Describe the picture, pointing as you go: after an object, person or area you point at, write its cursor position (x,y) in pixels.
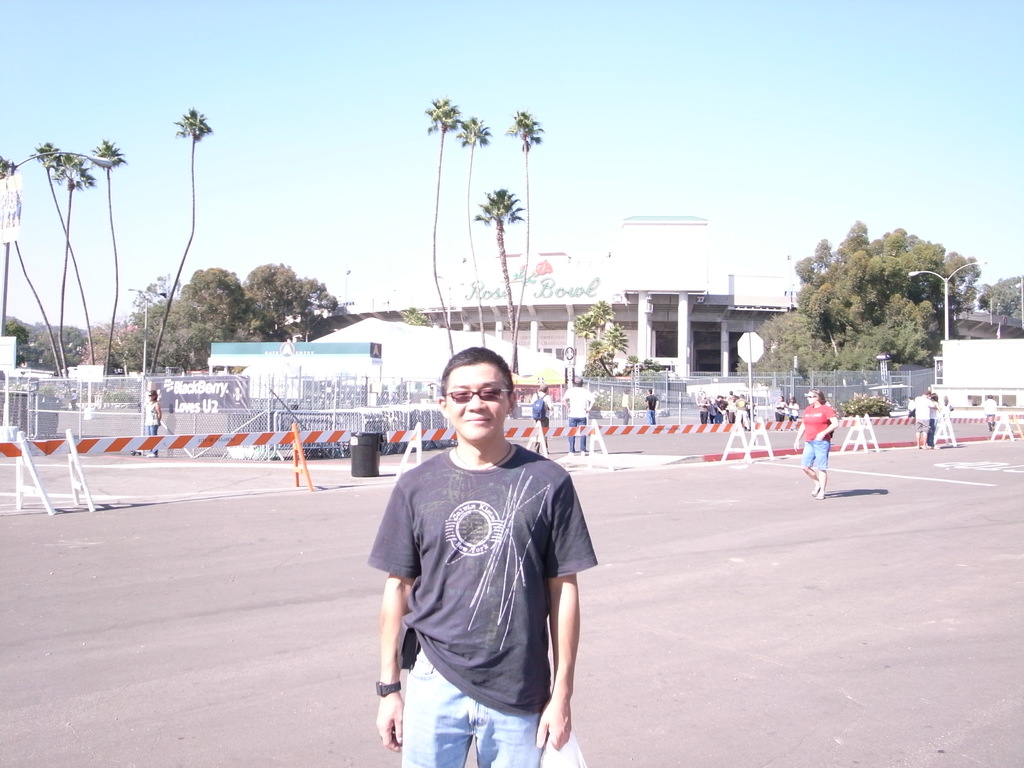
In this picture I can see there is a man (431,578) standing and he is wearing a T-shirt (484,595) and glasses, there are a few more people (825,452) in the backdrop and there is a building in the backdrop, there is a banner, poles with lights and trees (950,254). The sky (585,205) is clear.
